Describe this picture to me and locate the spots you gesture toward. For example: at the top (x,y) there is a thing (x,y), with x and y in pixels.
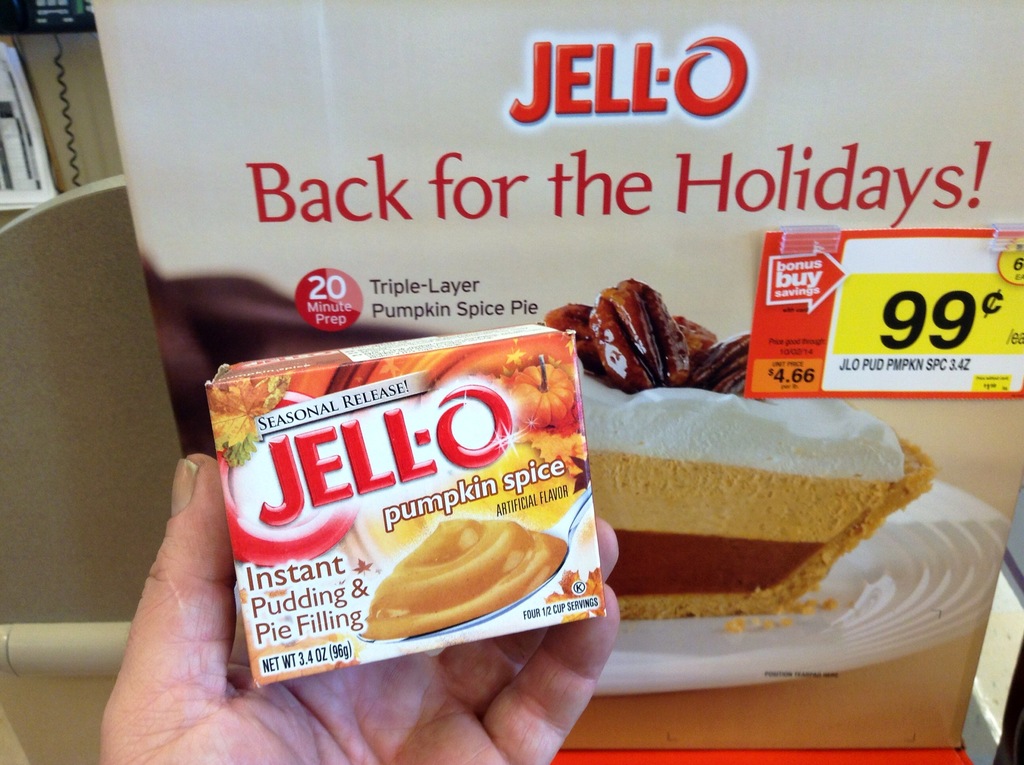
In this image, we can see hand (154,698) of a person (201,596) holding a box (376,516), in the background (298,14) there is a poster (586,146).
